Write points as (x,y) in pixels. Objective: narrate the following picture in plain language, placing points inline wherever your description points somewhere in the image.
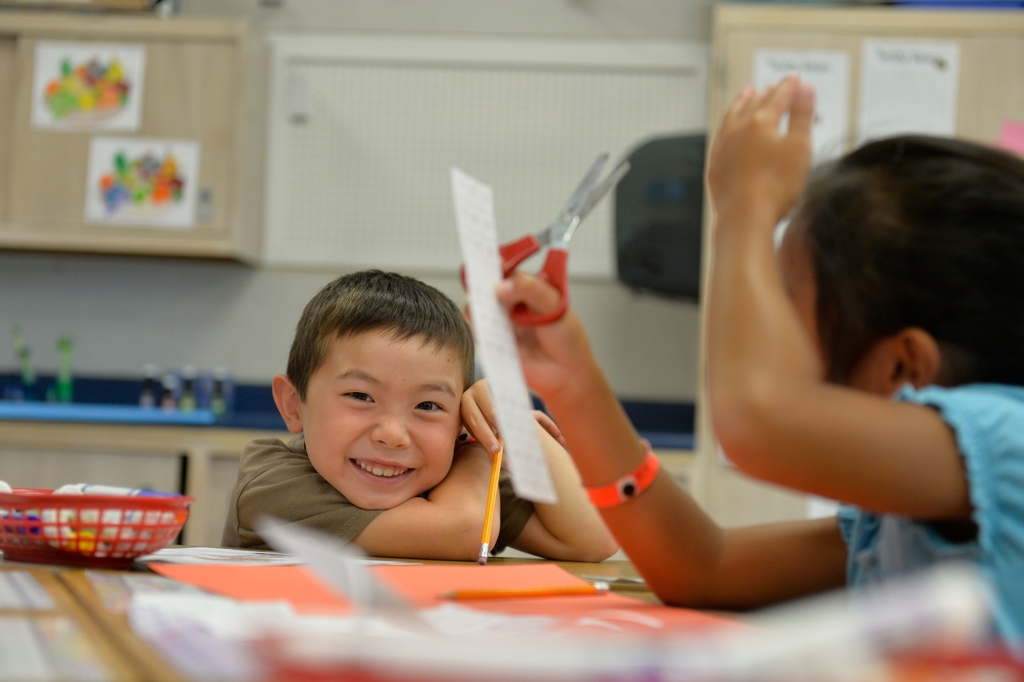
In the picture there are two kids (543,398) sitting in front of the table (686,613) and on the table (630,605) there are some papers (333,566) and other objects (170,526), the girl (845,508) is holding scissors (561,229) and a paper (488,286) with her hand (537,294) and the background of the kids (940,236) is blur.
